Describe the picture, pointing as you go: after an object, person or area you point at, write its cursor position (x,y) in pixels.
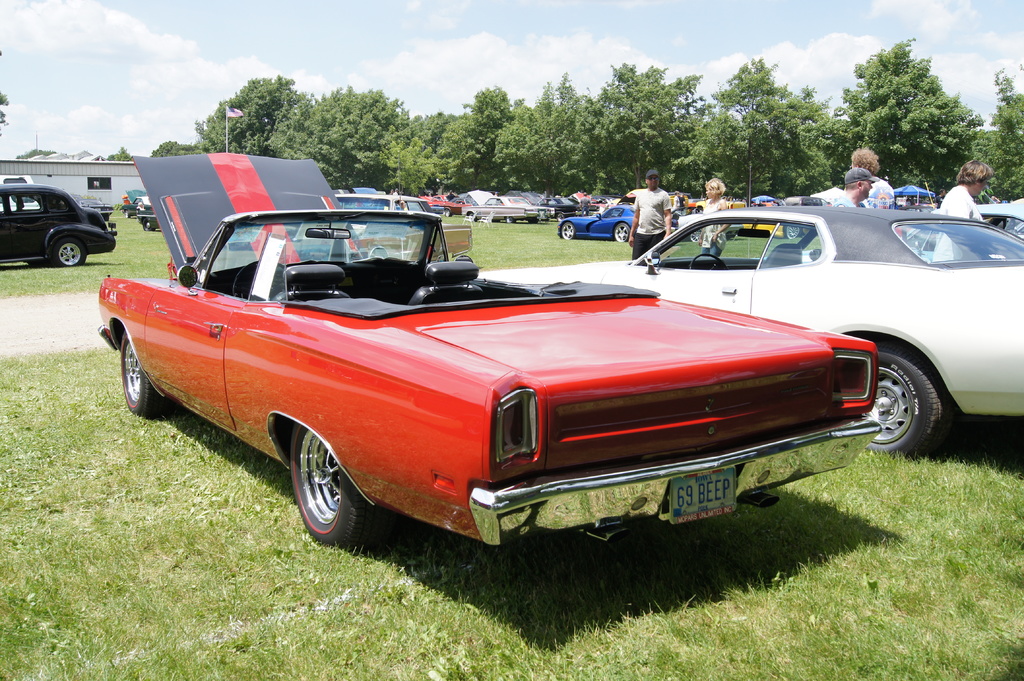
In this image we can see motor vehicles (321,278) parked on the ground (176,463), persons (716,245) standing on the ground (168,452), buildings (94,178), flag (237,117), flag post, trees (436,158) and sky (331,77) with clouds (569,70).
